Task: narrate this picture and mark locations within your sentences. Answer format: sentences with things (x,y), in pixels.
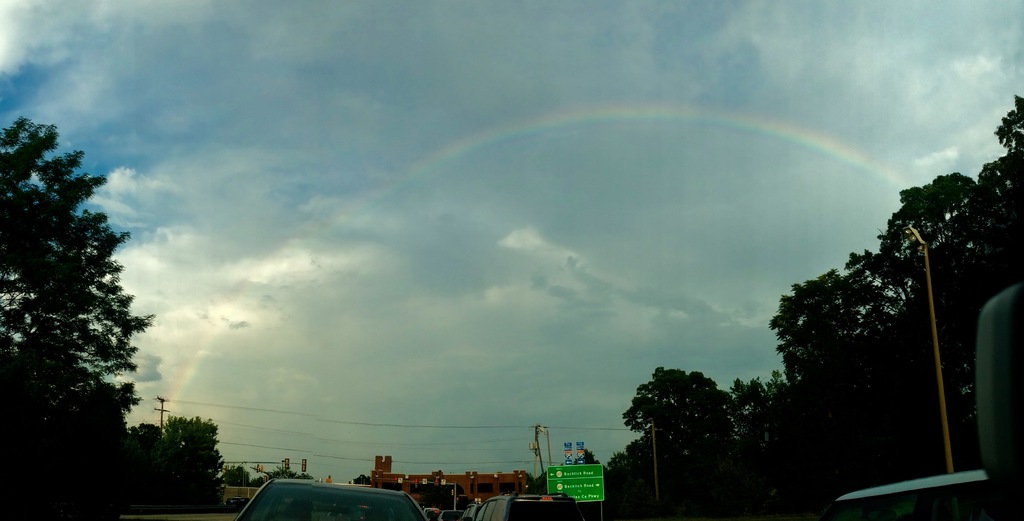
In this image we can see there are buildings (477,495) and vehicles (475,509). And at the side there are trees (542,491), current poles (536,442), board (593,488) with text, street light (948,426) and the sky (434,179).
